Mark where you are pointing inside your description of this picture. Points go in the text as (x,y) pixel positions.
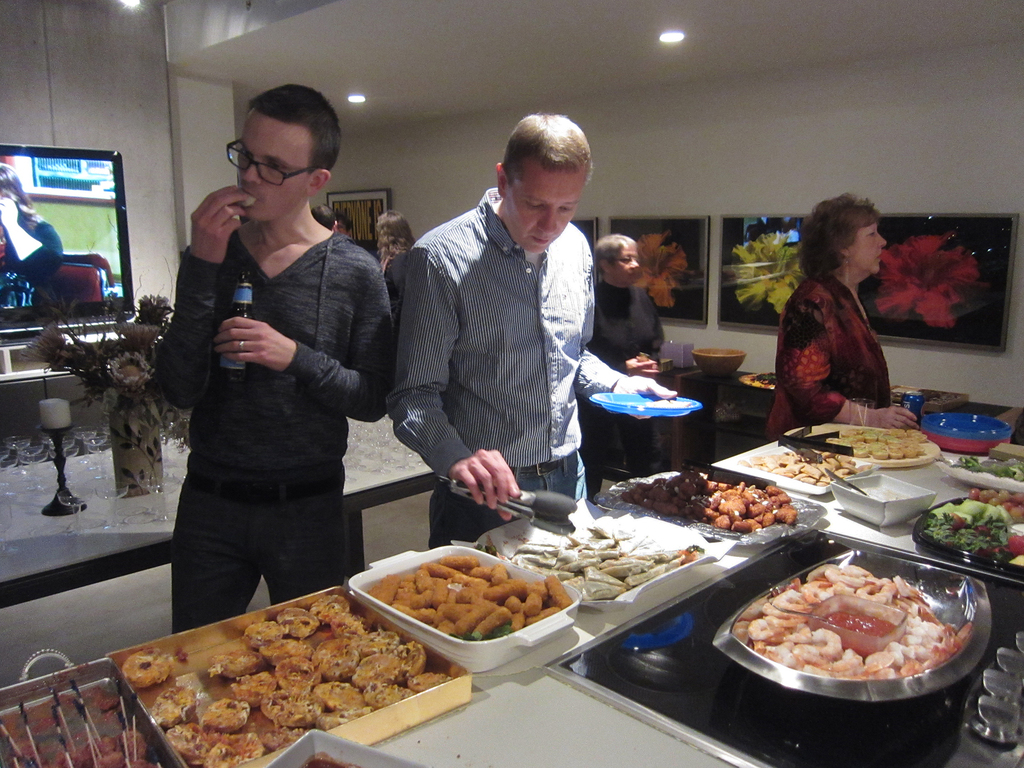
In the left side (48,165) there is a tv (83,229). On the top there is a light (127,1) in the middle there is a table (104,521) on the table (149,524) there is a house plant (129,387) and to the left (250,450) there is a person (257,403) he is wearing a black jersey (305,309) and he is catching a bottle (244,314) in his hand (238,328) and he is eating food (246,209). To the right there is another person (518,356) he is wearing a shirt (497,309) and a trouser (572,482) he is holding a plate (642,406) with some food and in the right side (766,619) there is a big table (882,541) on the table (711,572) there are many trays (535,629) and food items (536,603) on that there is a bowl (890,505) and there is a woman (846,350) in the right (829,357) she is wearing a dress (825,379) and to the right (939,265) there is a photo frame (947,262).
